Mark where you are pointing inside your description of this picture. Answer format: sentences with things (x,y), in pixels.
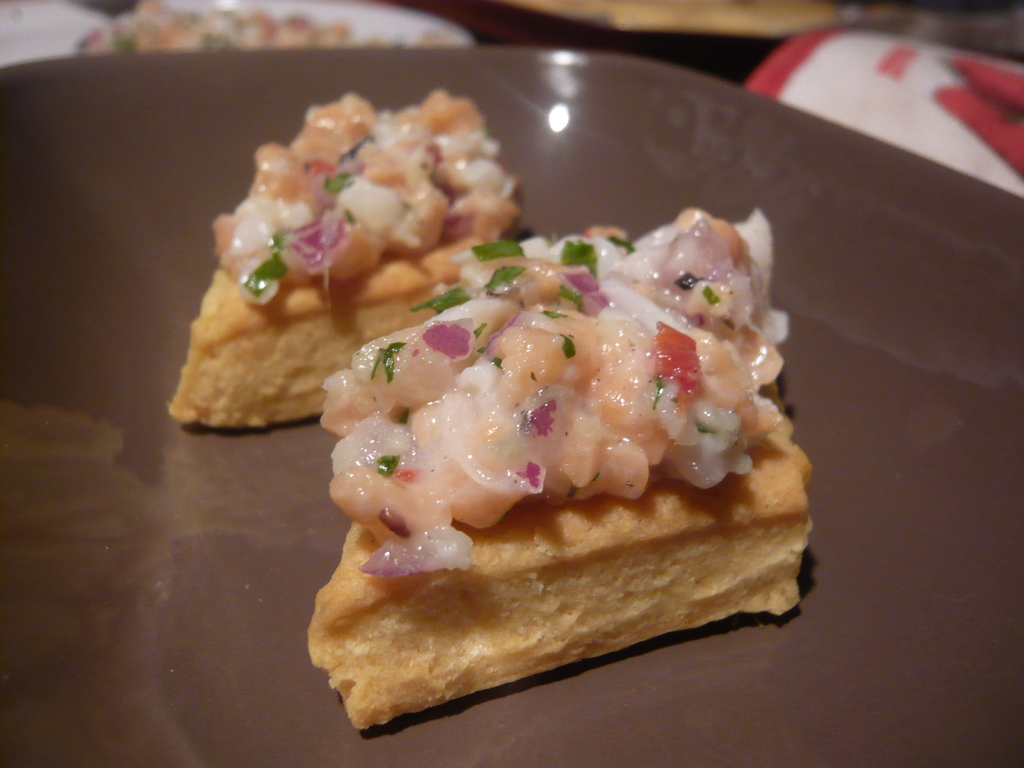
In this picture there is some food (652,482) placed in the brown color plate (197,556).
